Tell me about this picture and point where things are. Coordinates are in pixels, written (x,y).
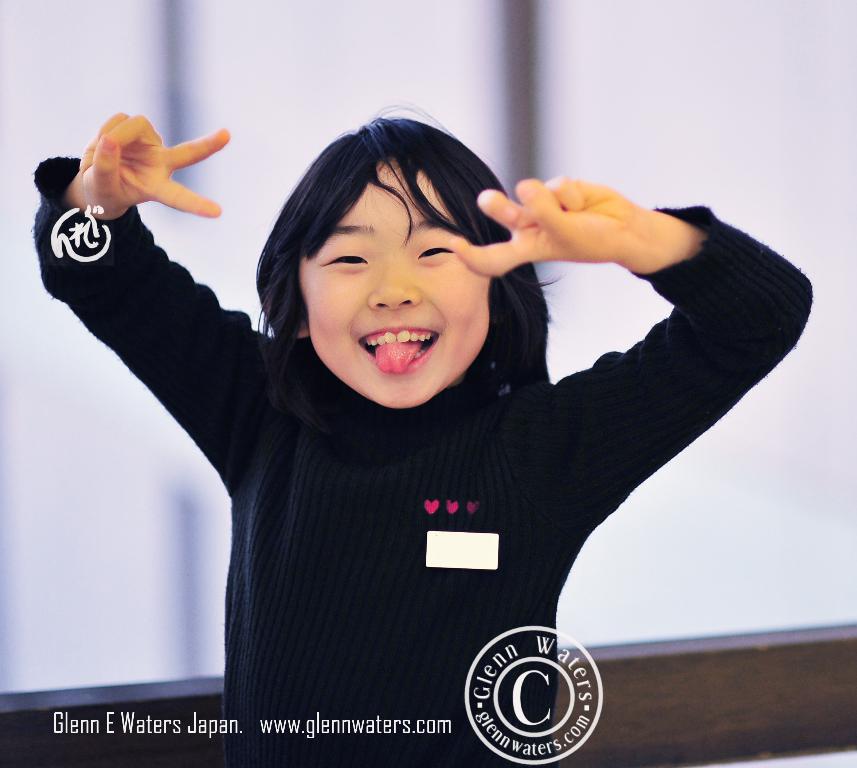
In the image there is a girl (314,602) smiling. At the bottom of the image (442,722) there is something written on it. And also there is a logo (516,688). Behind the girl (243,663) there is a blur background (19,623).
